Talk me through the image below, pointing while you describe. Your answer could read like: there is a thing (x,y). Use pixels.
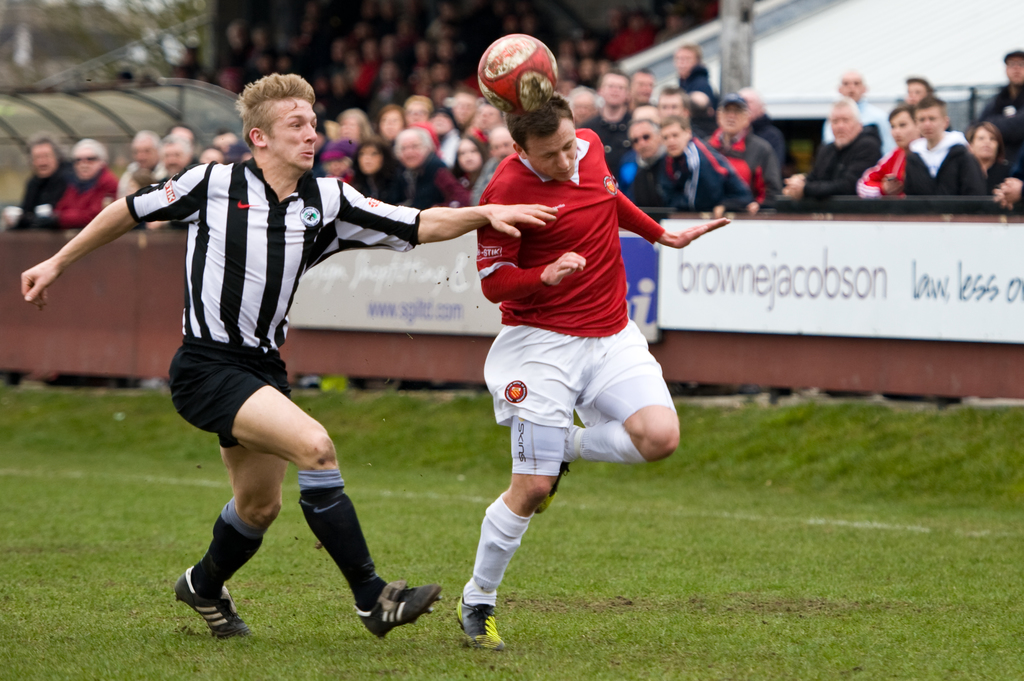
There are two members (540,262) running in the ground (383,524). There is a ball (506,82) here. In the background (399,137) behind the railing (724,292) there are some people (676,130) standing and watching the game. There is a wall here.
